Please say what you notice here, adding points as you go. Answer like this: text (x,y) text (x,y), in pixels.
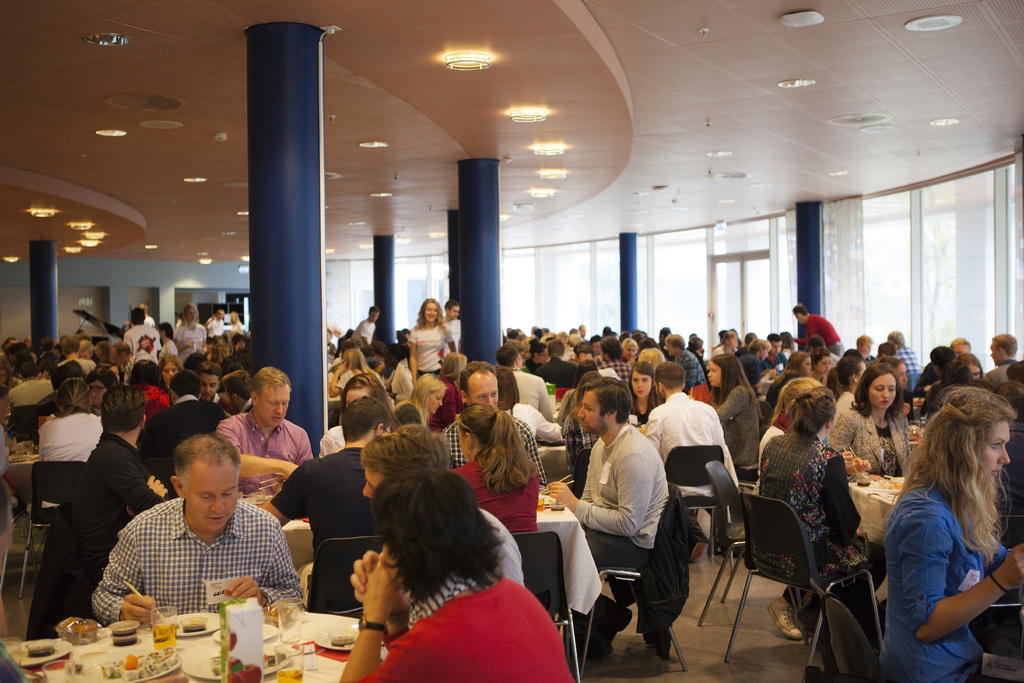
In this image there are group of persons (477,445) sitting and standing. In the front (328,581) there are persons (236,577) sitting and there is a table (215,673), on the table (86,655) there are the glasses (158,645), bottles (250,641) And there is food (159,663) and in the background (264,327) there are persons (187,324) standing and there are pillars (476,264) which are blue in colour. On the top (788,80) there are lights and there are windows (883,282) in the background (580,287).
